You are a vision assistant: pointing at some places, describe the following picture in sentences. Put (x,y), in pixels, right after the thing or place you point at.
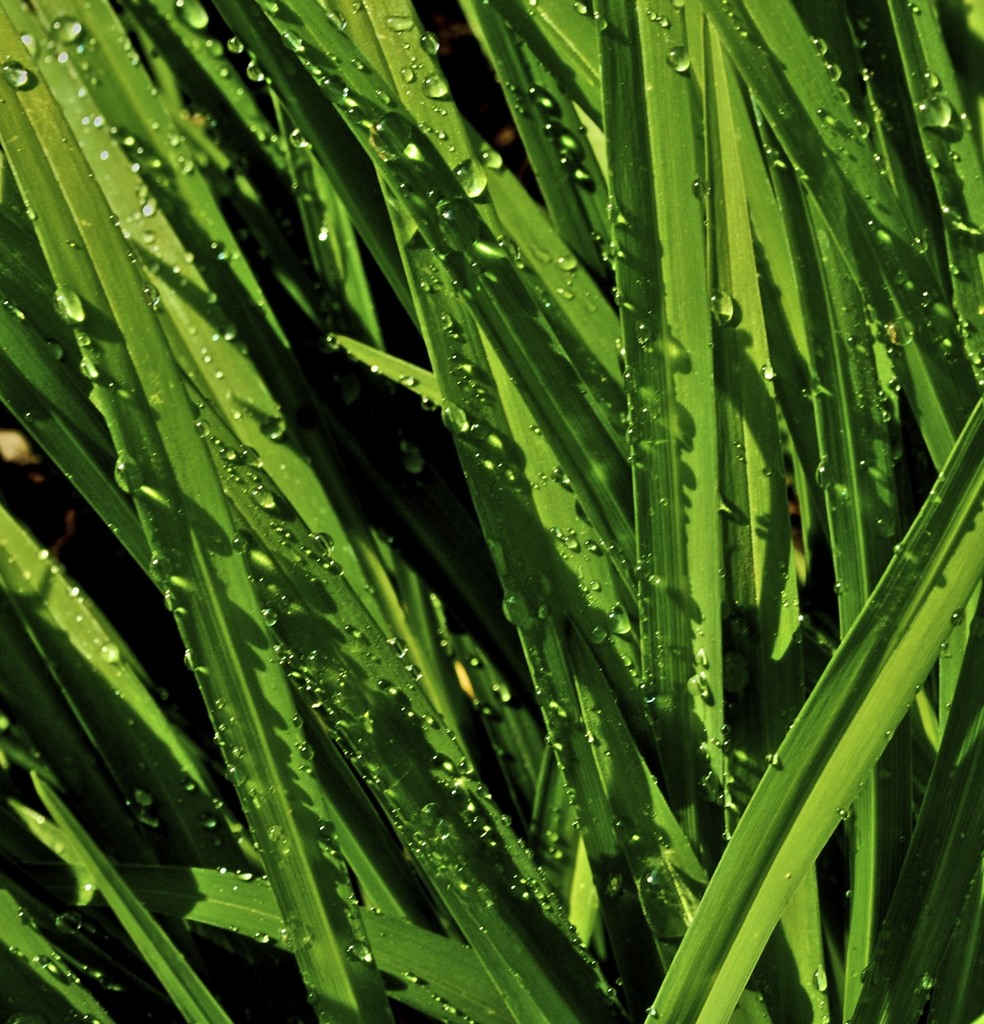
In the image there are green color grass leaves (777,579) with water droplets (375,370) on it.
